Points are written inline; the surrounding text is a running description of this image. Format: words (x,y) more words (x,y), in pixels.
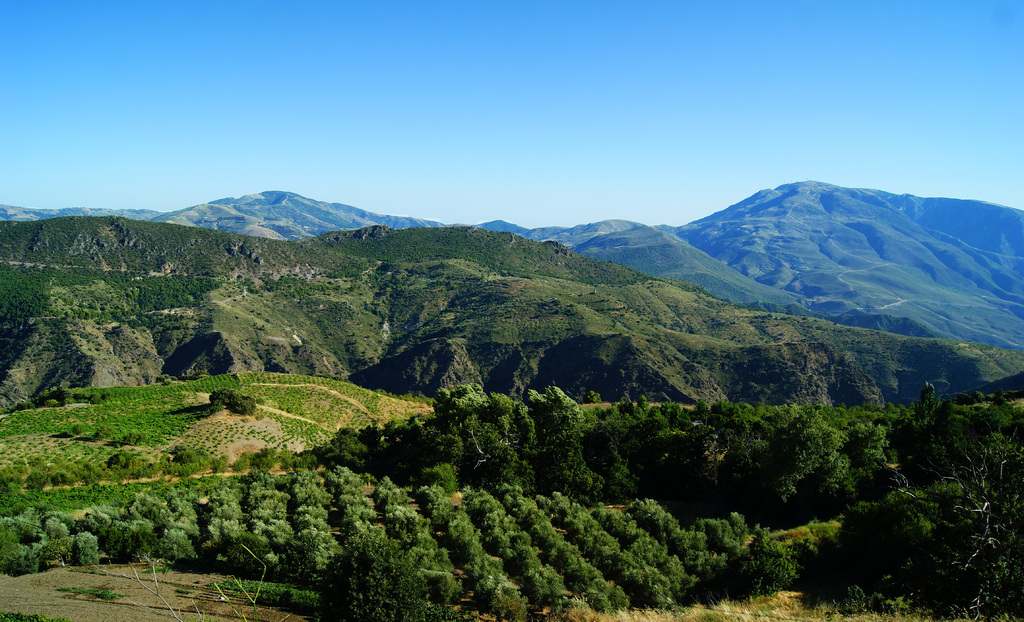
In this image we can see a group of plants (605,522), trees (540,428), the hills (288,299) and the sky (471,141) which looks clear.
